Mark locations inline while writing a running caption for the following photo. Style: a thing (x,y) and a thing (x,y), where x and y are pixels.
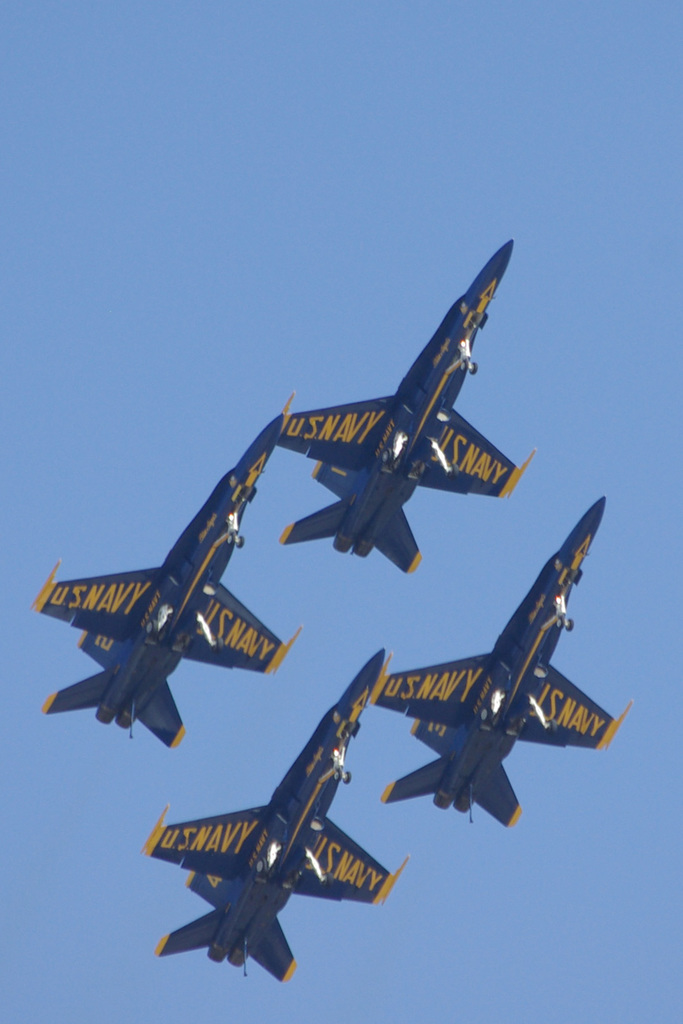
In this image I see 4 aircrafts (176,716) which are of blue and yellow in color and I see words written on it and in the background (302,236) I see the blue sky (216,288).
